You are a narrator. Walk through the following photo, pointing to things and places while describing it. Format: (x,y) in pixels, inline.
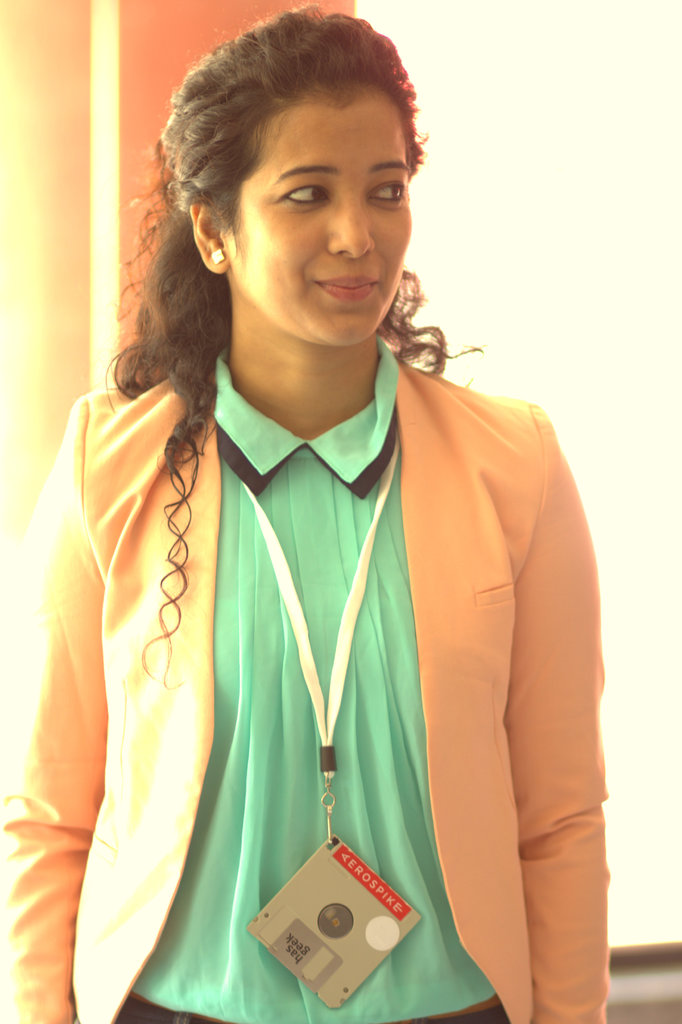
As we can see in the image there is a white color wall (553,223) and a woman (320,348) standing. The woman (311,608) is wearing orange color jacket (490,702), green color dress (295,687).
